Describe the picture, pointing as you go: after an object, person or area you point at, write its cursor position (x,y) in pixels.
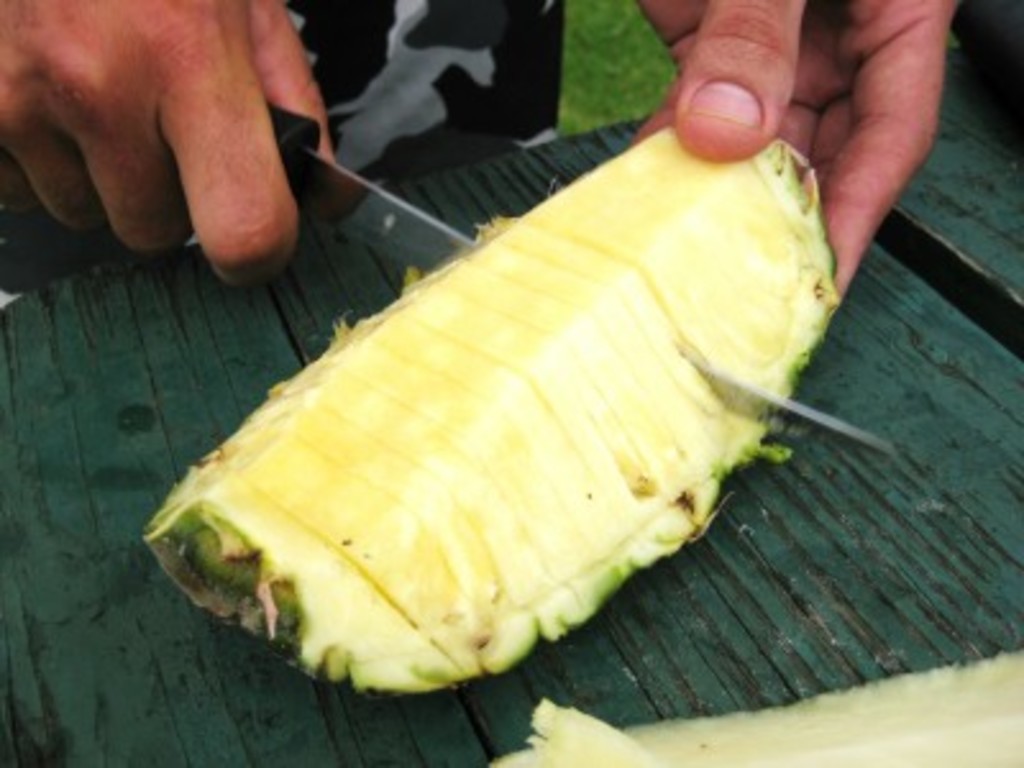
In this image we can see a person (272,163) cutting a pineapple (396,326) with a knife (323,182). And it is on a green color surface (774,646).
